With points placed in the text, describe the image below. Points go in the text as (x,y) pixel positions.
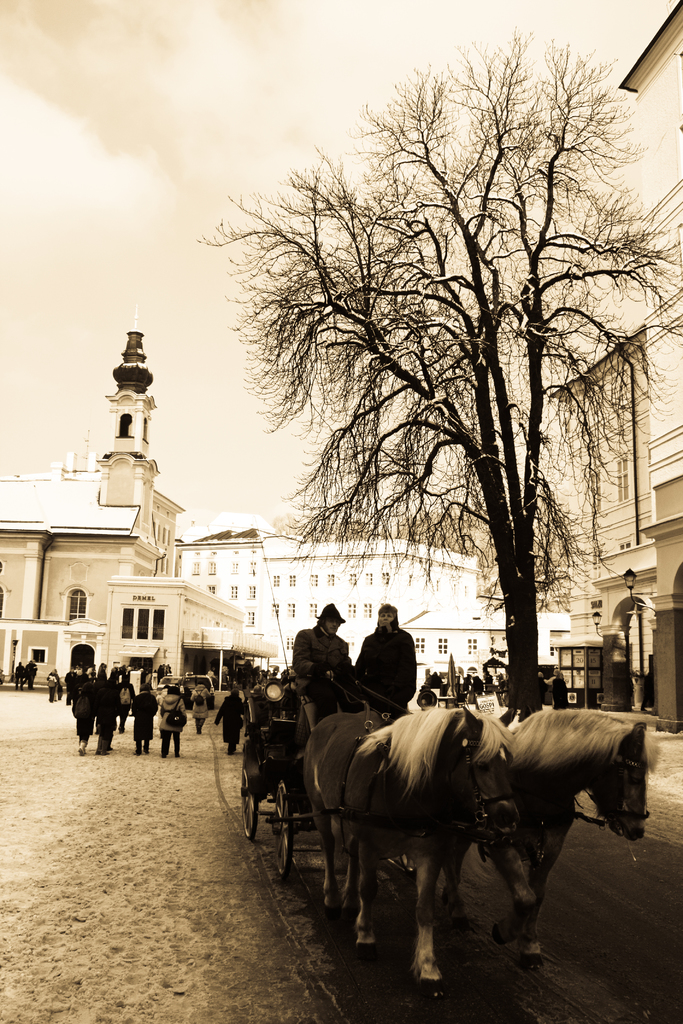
In this image we have a tree (480,413) and horse cart wheel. There are group of people (104,704) walking on the road (106,765). Behind the people (162,698) we have a building (152,545) and sky (119,204).
